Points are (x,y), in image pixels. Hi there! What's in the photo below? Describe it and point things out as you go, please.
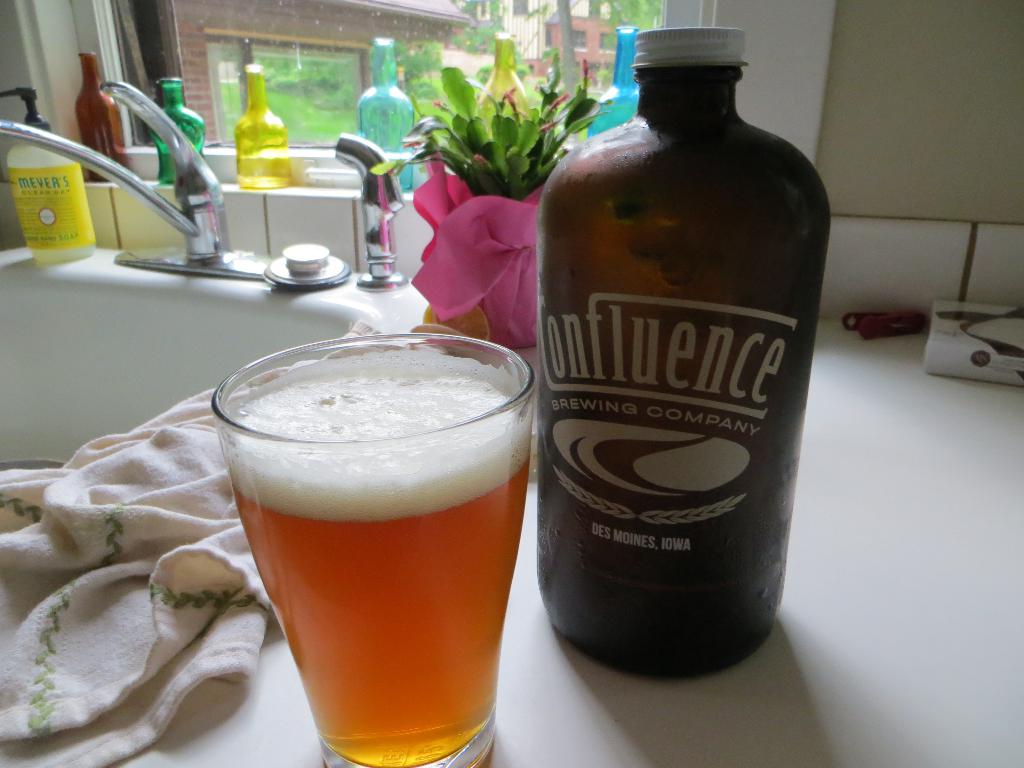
In this picture we can see a glass (452,557) and some liquid (321,494) in it, and a bottle (734,248) on the table (803,521), and here is the wall (916,96), and right to opposite here is the glass (470,26), and in front there is the building (534,32), and there is flower vase (489,144) and cloth (167,492) on the table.
